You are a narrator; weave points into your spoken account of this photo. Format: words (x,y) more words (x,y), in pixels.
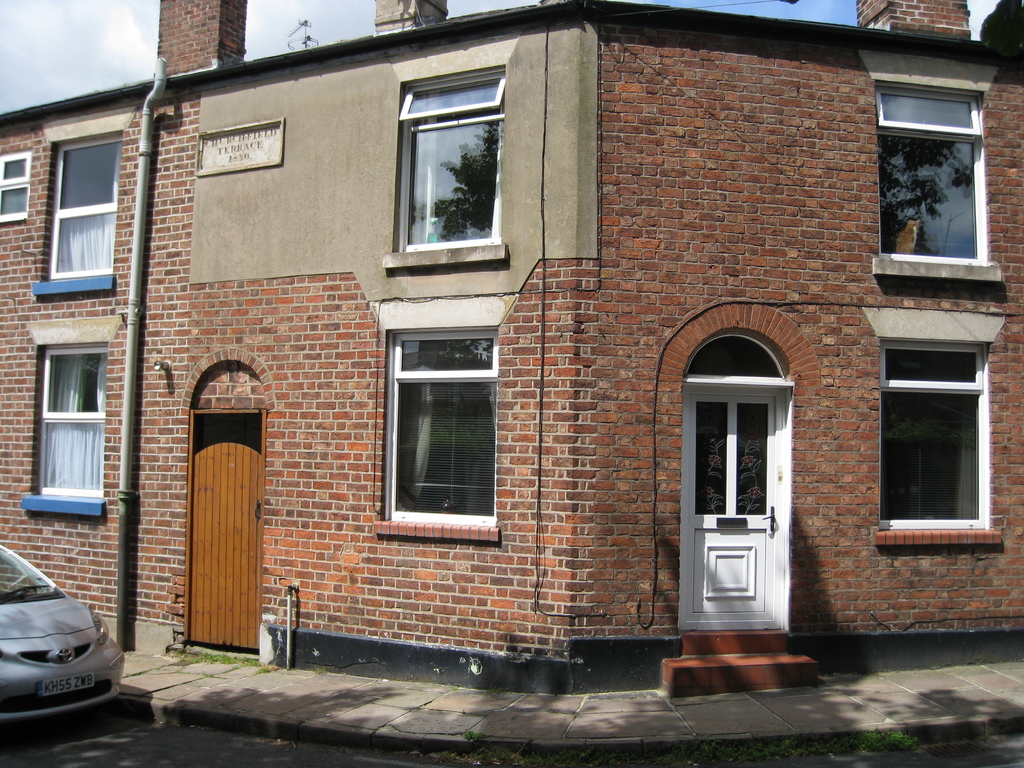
In this image we can see a building (612,438), doors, windows (442,422), board (226,137), pipe (125,634), road (135,763), and a vehicle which is truncated. At the top of the image (274,20) we can see sky (510,7) with clouds (510,7).
